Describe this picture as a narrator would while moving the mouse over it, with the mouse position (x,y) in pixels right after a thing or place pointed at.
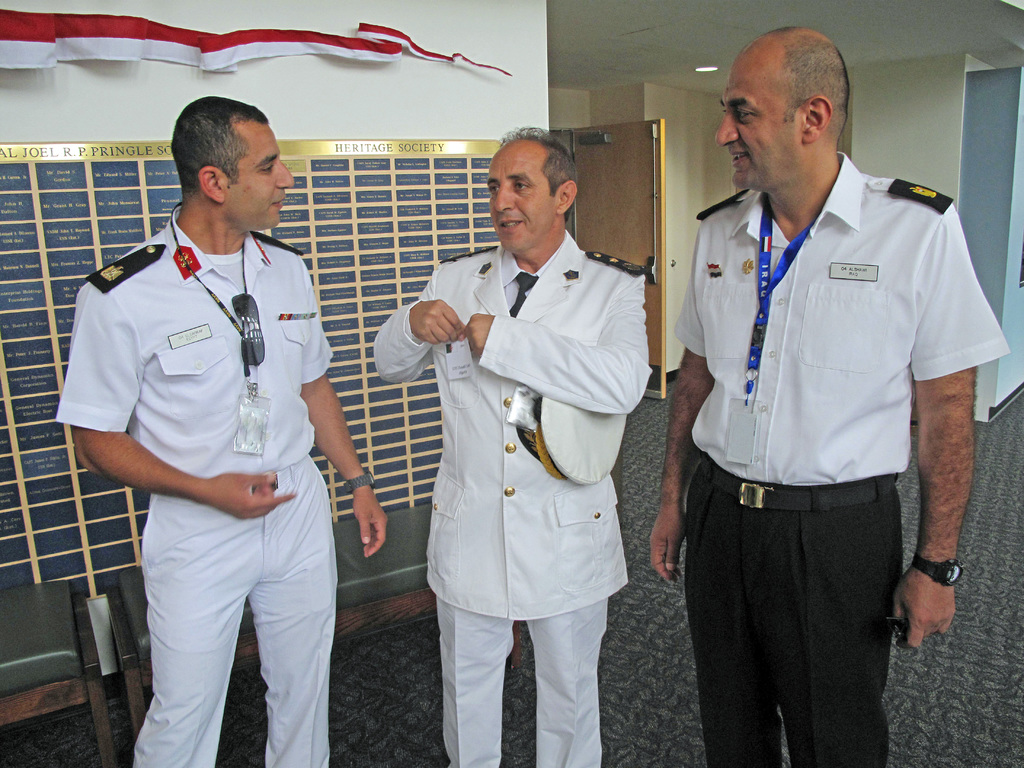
In this image we can see three persons (811,415) are standing on the floor (249,727). Here we can see a board (419,277), benches (18,681), cloth (13,14), light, and a door (665,254). In the background (711,95) we can see wall (945,141).
